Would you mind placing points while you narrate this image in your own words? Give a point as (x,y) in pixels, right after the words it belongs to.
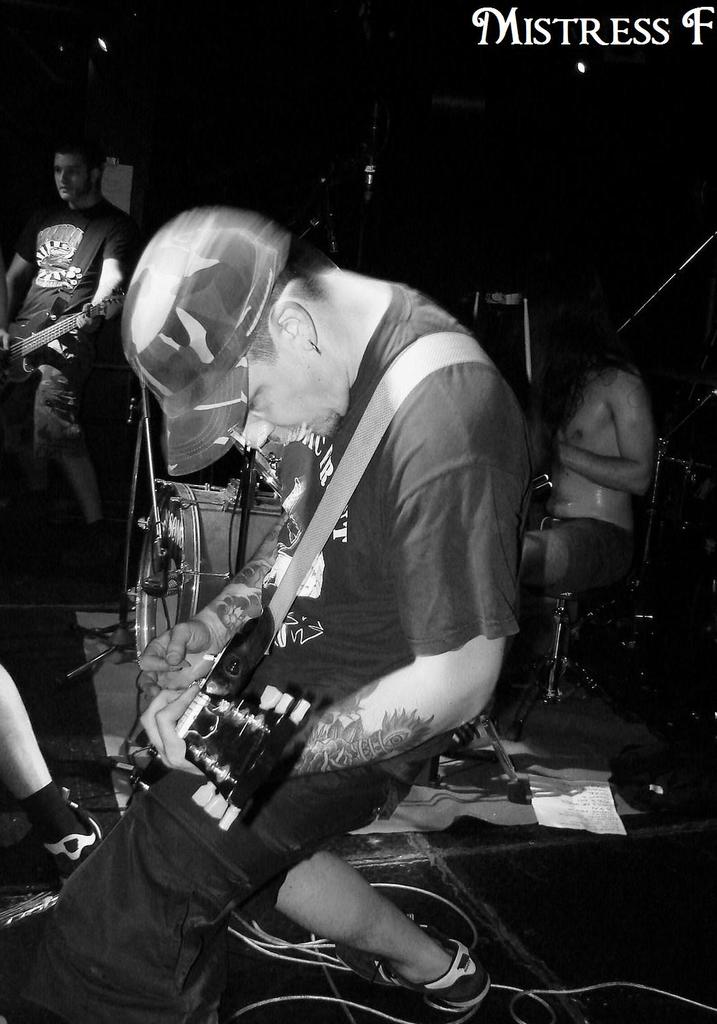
This is of a black and white image. I can see two persons (248,413) standing and playing guitar (26,339). At background (628,560) I can see another person (615,461) sitting. This is a drum (203,535) placed on the floor (107,716). At the left corner of the image (78,838) I can see a person's leg (44,780).
